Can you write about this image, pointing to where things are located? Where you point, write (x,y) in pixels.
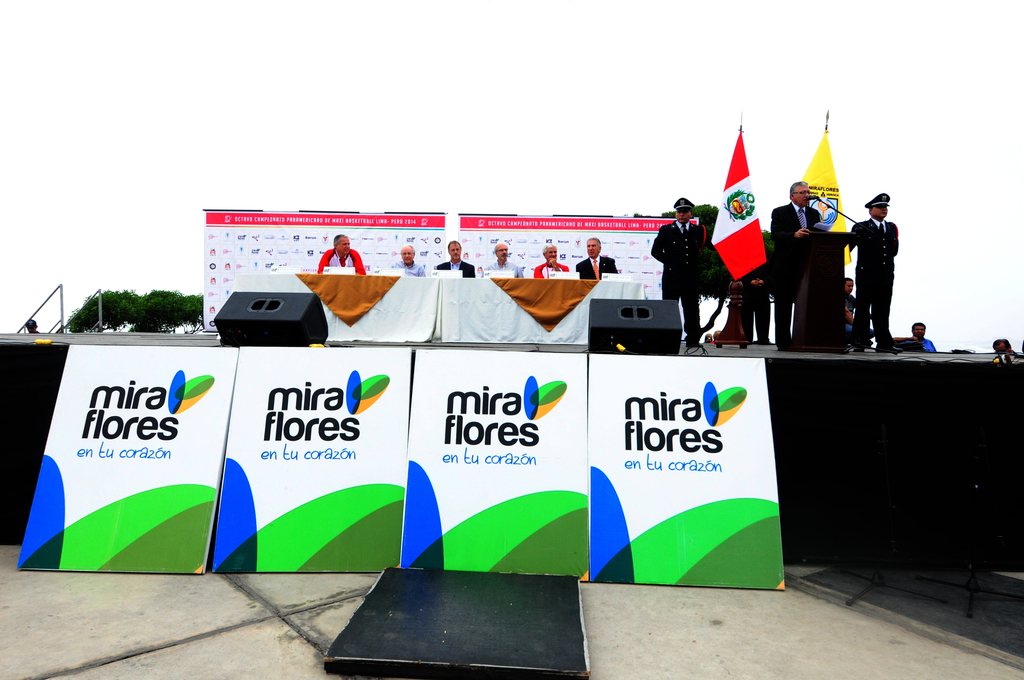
In this picture there are group of people (590,272) sitting behind the tables (472,321) and the tables (475,292) are covered with white color and there are objects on the tables (381,302). There are group of people (865,336) standing at the stage (723,348) at the podium (794,348) and there are flags (824,191), hoardings (621,261) and speakers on the stage (932,404). In the foreground (666,497) there are hoardings (610,479) and there is a text (697,460) on the hoardings (454,479). On the left side of the image (60,328) there is a handrail (64,316) and there is a tree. At the top (323,71) there is sky (304,42).
